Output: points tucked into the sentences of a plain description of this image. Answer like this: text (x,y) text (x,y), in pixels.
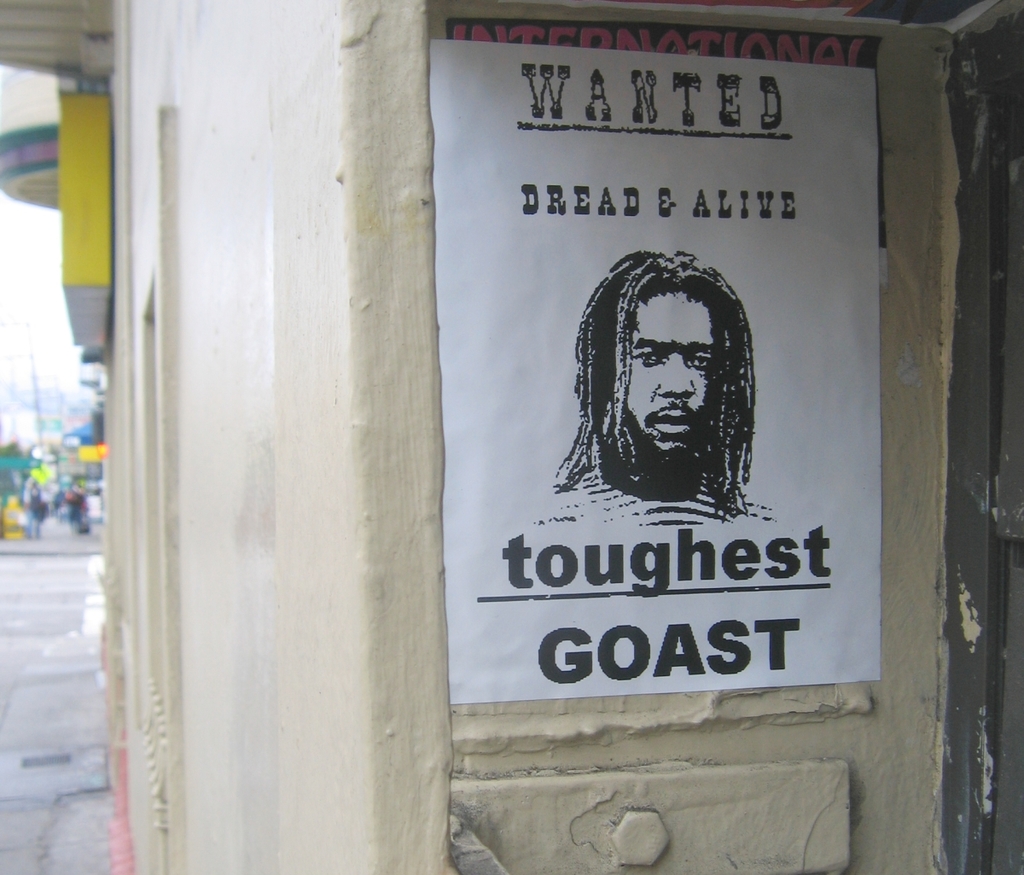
In this image we can see a poster (813,437) on the wall (262,864) on which we can see some text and a picture (616,415) of a person (668,466). The background of the image (31,496) is slightly blurred, where we can see board (80,254), people (81,491) walking on the road (45,561) and the sky (9,363).
